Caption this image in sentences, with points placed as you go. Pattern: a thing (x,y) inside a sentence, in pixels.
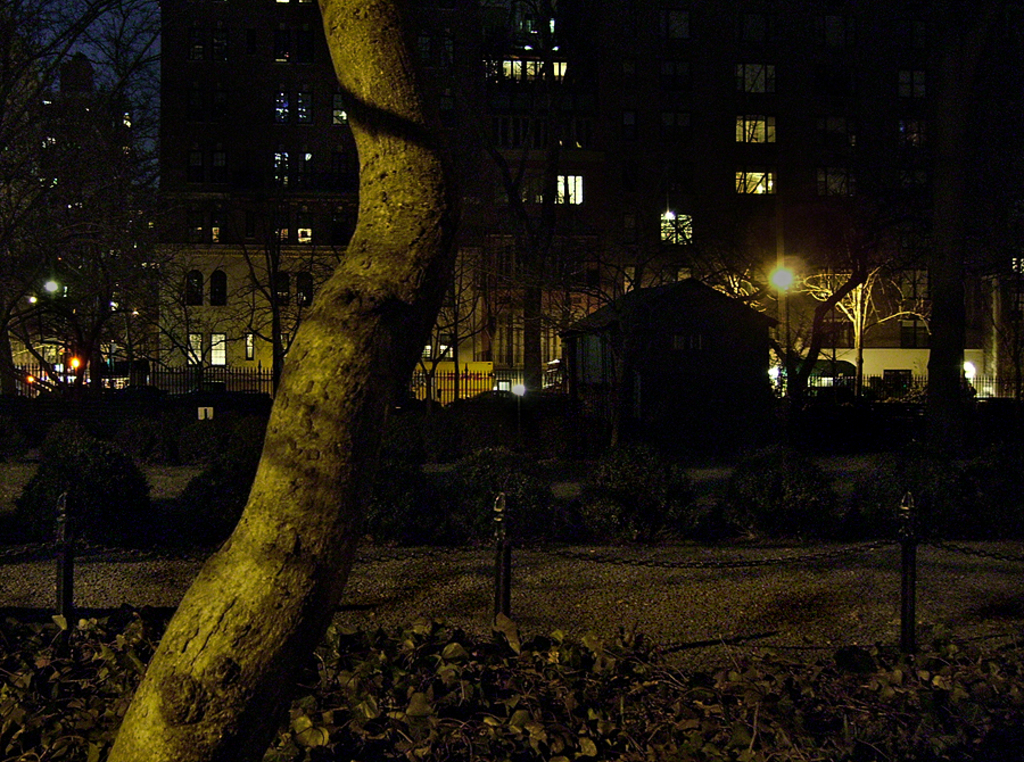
This picture is taken in the dark where we can see shrubs (442,672), trees (294,583), fence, house (738,405), buildings (831,375), light poles (781,300) and the dark sky (143,93) in the background (91,59).
